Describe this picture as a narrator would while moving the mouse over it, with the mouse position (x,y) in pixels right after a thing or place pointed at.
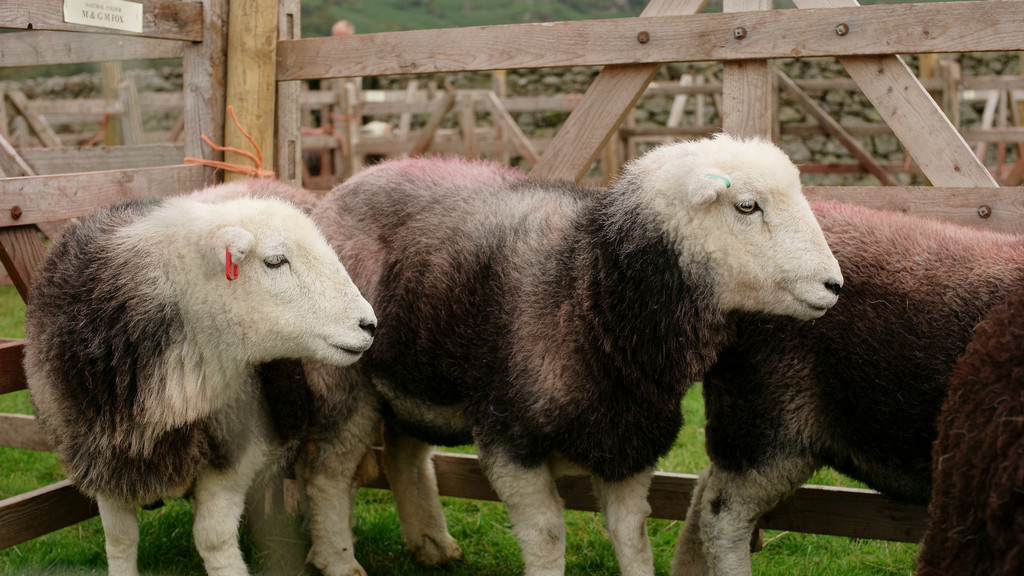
In this image we can see a few sheep (413,218) on the ground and also we can see wooden fence (765,70) and the grass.
